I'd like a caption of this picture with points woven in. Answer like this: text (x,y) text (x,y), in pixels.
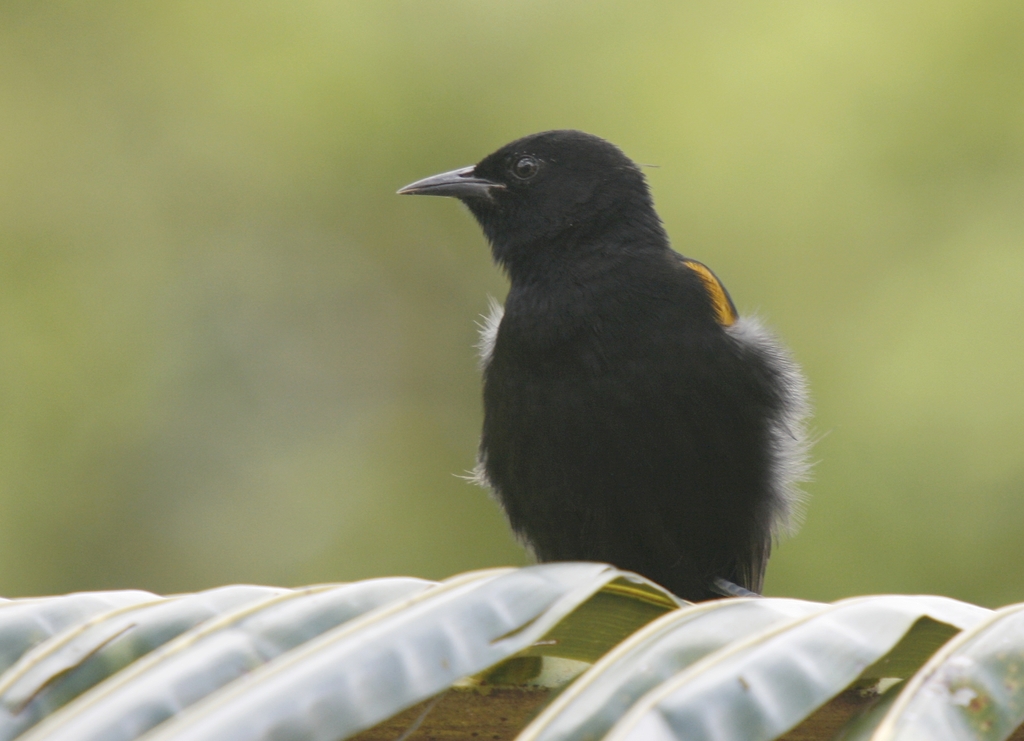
In this picture we can see a black bird (670,372) sitting on the branch (406,727) of a tree (543,709) with green leaves (517,669).
